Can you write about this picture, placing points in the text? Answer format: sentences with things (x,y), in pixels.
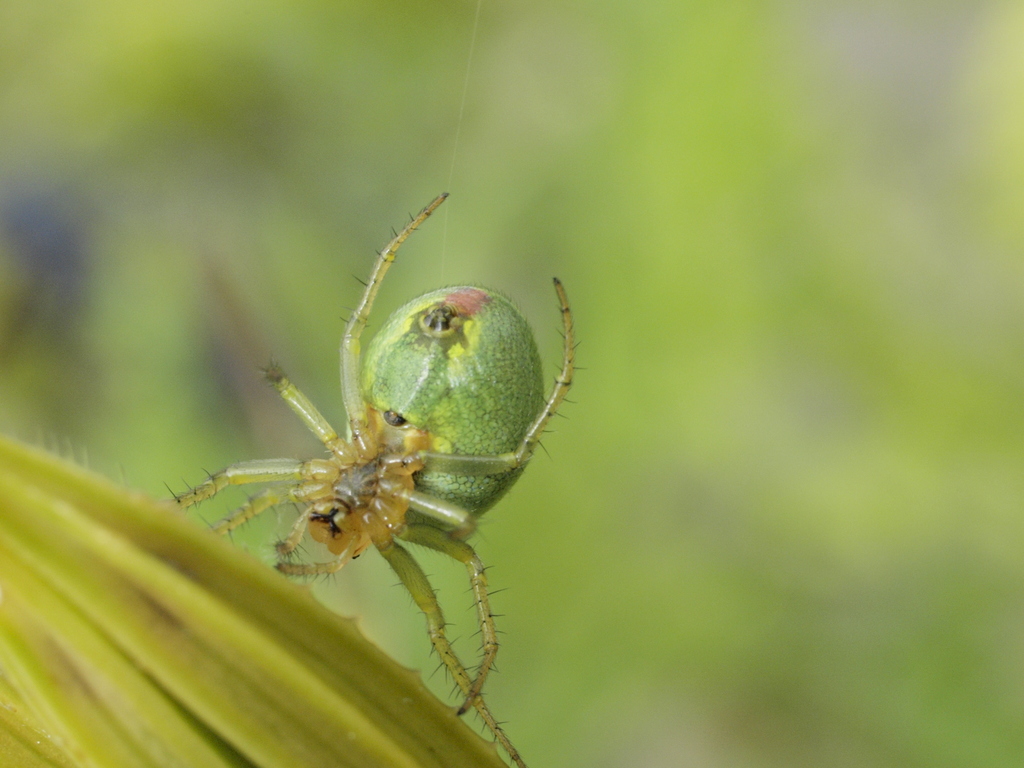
There is a spider (417,433) on a lemon yellow thing (215,649). In the background (659,283) it is blurred.
